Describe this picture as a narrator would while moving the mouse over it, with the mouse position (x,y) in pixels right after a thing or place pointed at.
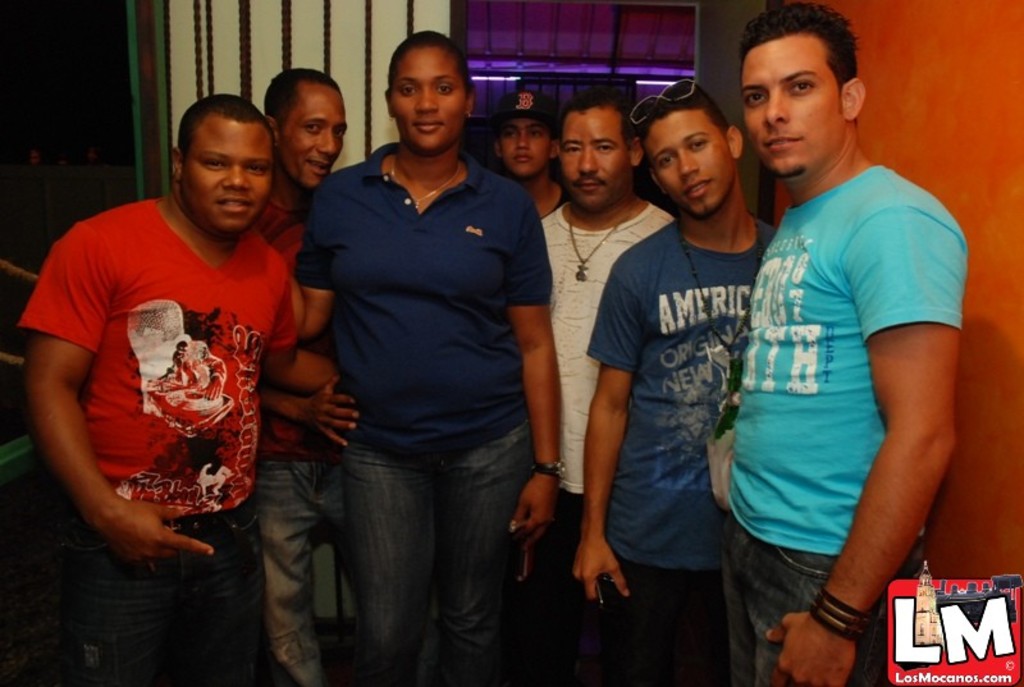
In this image we can see a group of persons (368,345) standing. Behind the persons (457,152) we can see a wall (440,23). In the bottom right (934,626) we can see a logo (918,652) and text (913,677).
